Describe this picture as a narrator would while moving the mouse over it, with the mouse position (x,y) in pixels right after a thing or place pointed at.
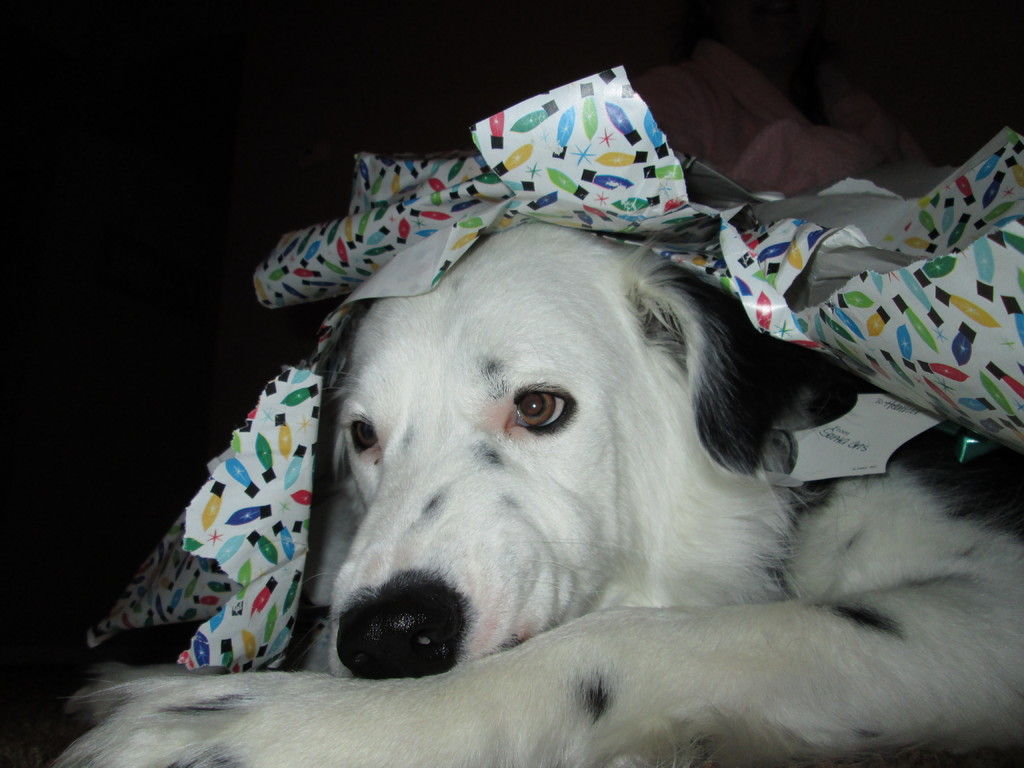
A white dog (523,485) is laying. Above him there is a gift wrapper (653,193).
